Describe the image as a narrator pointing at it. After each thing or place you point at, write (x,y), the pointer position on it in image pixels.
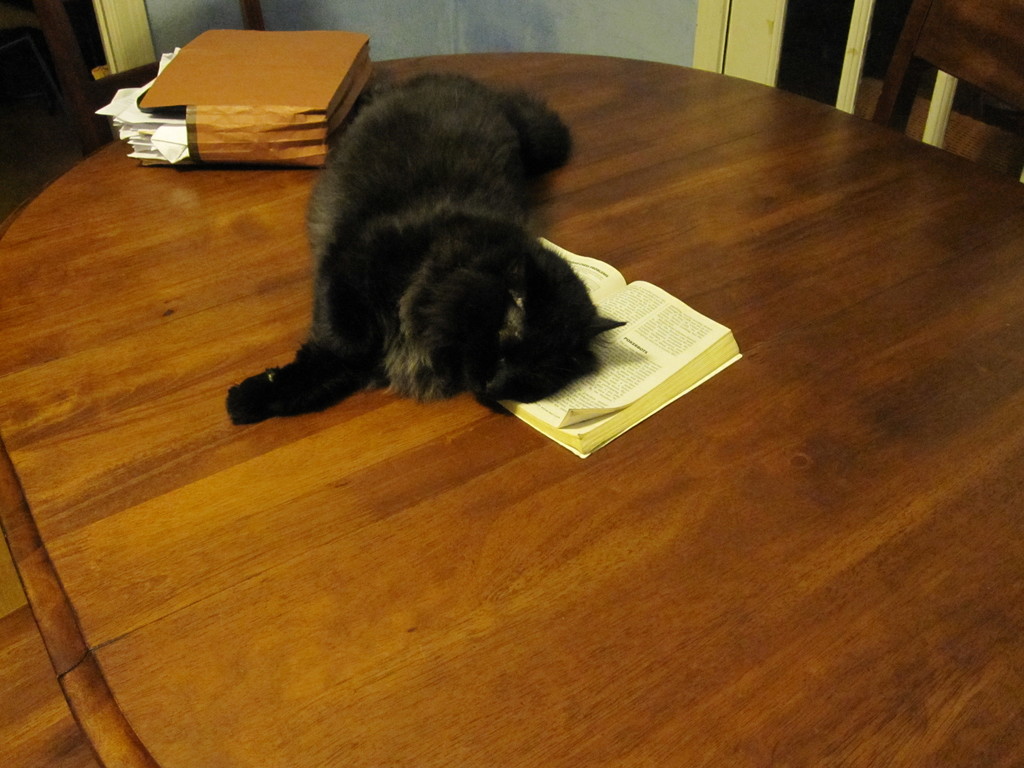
As we can see in the image there is a table (703,190). On table (594,69) there is a box (298,87). In this box (189,107) there are papers (155,138) and black color cat (420,164) laying and there is a book (605,371).
